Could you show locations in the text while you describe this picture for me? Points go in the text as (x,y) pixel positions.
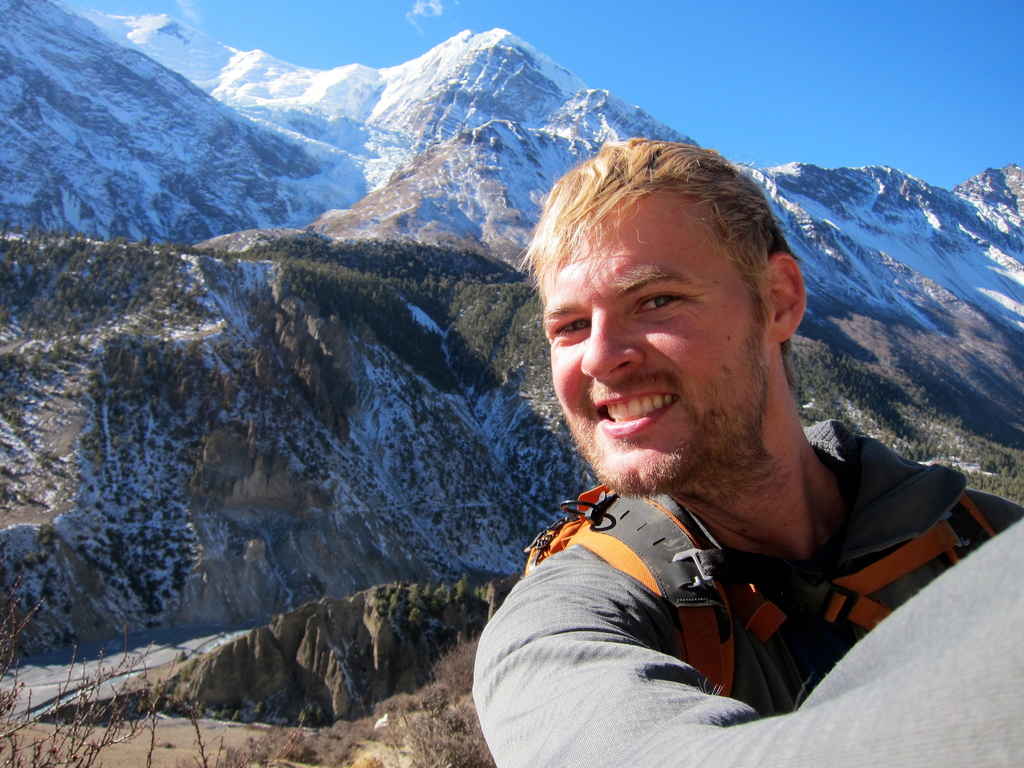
In this image, we can see a person (750,500) wearing a coat (625,645) and a bag (811,587) and in the background (264,300), there are mountains (248,228) and we can see trees (53,261). At the top (850,70), there is sky (844,50).
